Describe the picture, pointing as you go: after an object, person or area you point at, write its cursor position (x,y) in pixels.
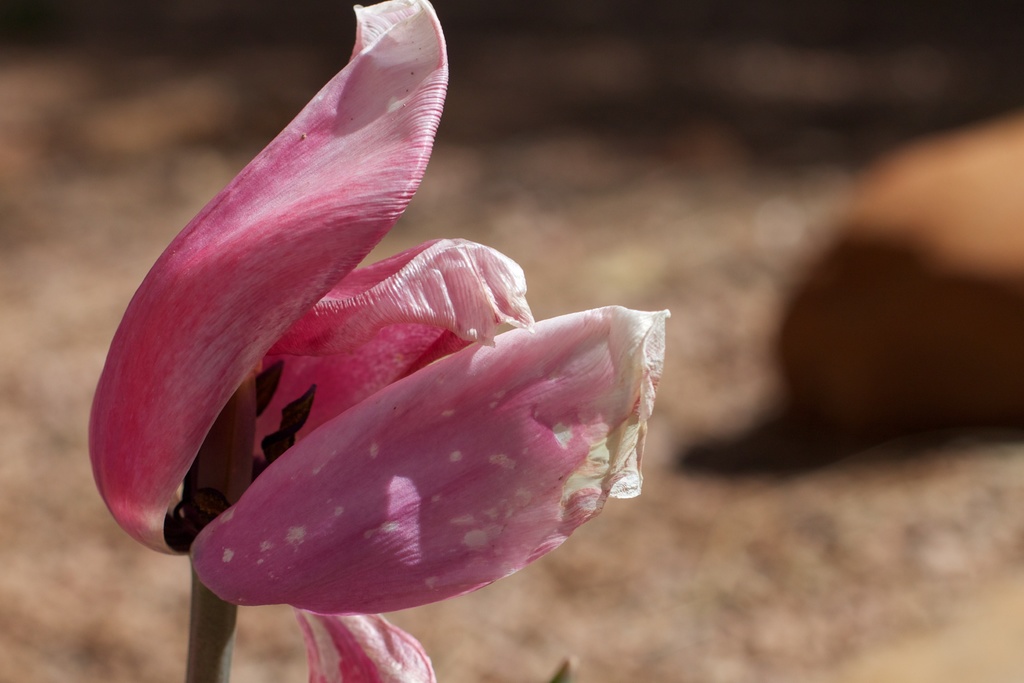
In this picture I can see a pink color flower (375,399). The background of the image (20,667) is blurred.
